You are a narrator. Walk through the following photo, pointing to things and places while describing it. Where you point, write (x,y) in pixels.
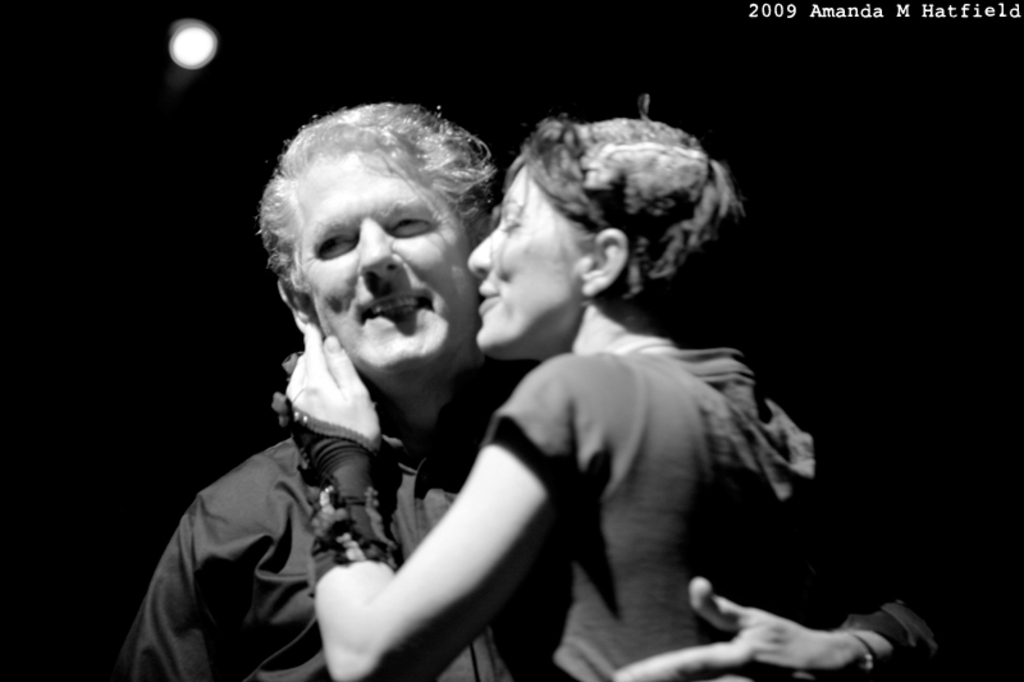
This is a black and white image. In this image we can see man (278,212) holding a woman (592,412). At the top right corner (940,10) there is a text (921,12).
